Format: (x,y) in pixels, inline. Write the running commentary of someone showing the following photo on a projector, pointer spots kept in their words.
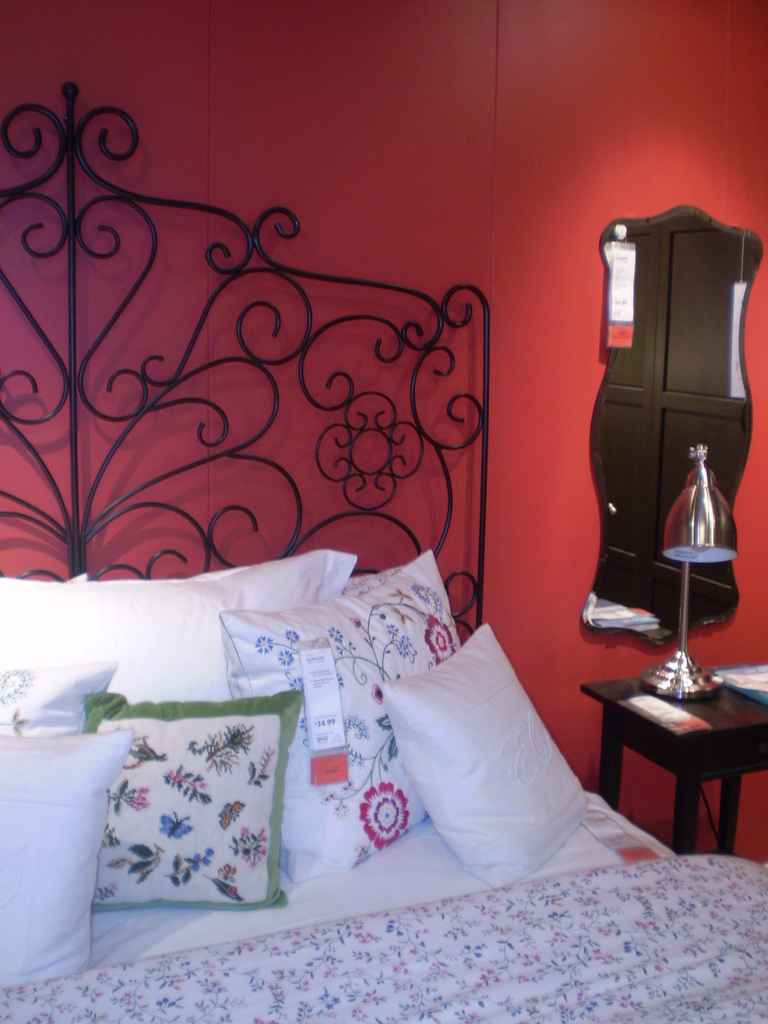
In this image i can see a bed (363,876) with couple of pillows (318,793) on it. I can also see there is a table (719,692) with a lamp (694,670) on it.
